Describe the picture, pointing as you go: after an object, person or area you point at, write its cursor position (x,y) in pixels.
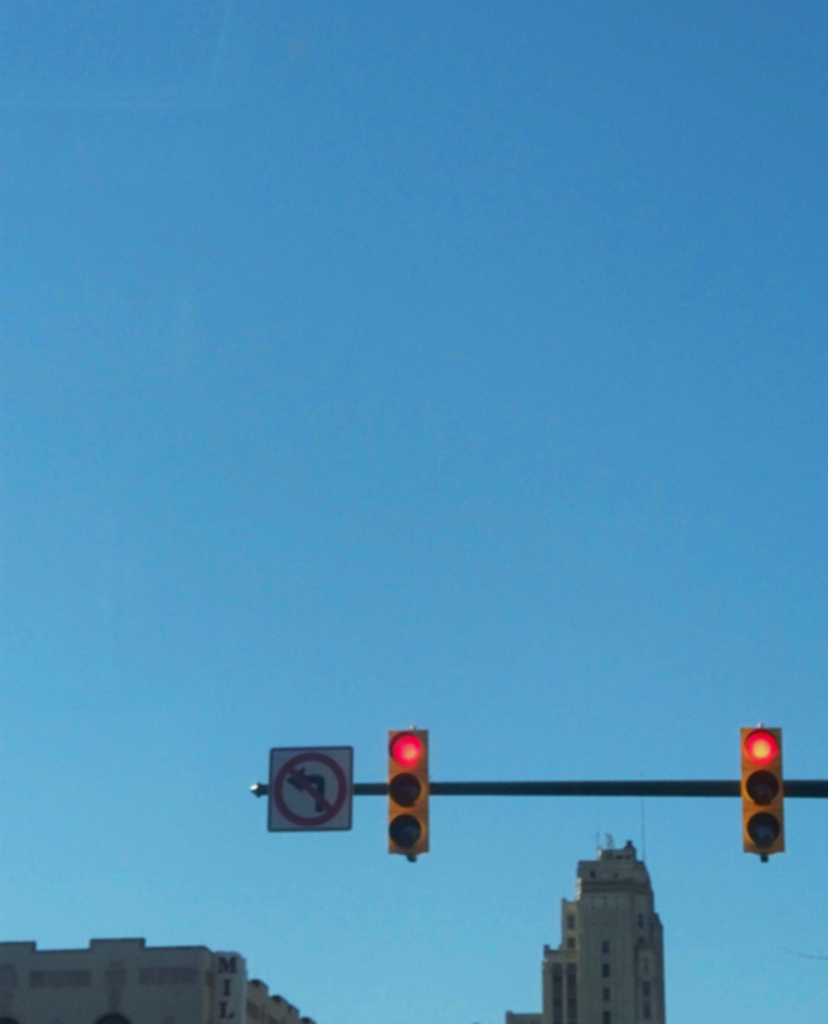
In this image, we can see traffic lights (390,756) and some buildings (622,930).
